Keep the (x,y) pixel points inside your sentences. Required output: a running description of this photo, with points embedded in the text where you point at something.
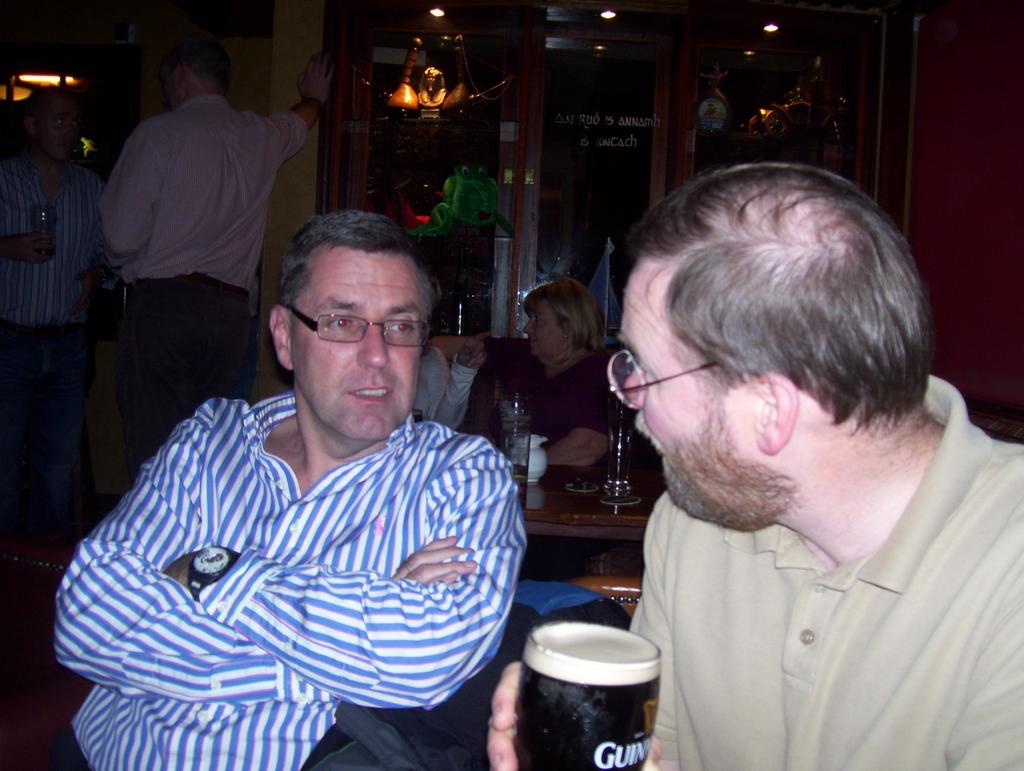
This is an inside view of a restaurant (631,116). There tables (577,479), chairs (599,590), lights (442,12) and few people (203,168) in the restaurant (360,57). There are two men (483,545) in the front (755,576). One of them is wearing a T-shirt (867,627) and holding a glass (632,714) with a drink (614,676) in it. The other person (499,638) is wearing a white shirt (383,629) with blue stripes (302,627) on it. He is also wearing a watch (224,566). And both of them are wearing spectacles (419,333). There are other two men (234,263) standing in the background (138,233) and speaking to each other. There is woman (534,369) in the background (534,369). There are small sculptures (435,103) and a wall (943,180) in the background (924,162).
